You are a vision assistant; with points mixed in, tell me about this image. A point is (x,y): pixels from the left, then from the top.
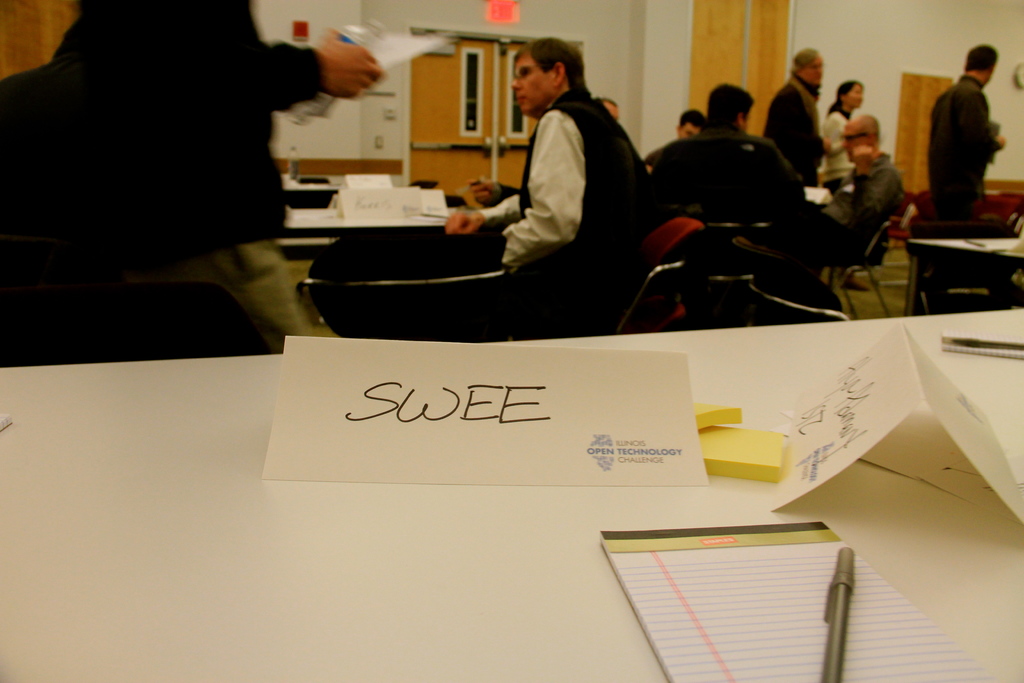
In this image it seems like people (546,179) are sitting and doing their work. At the bottom (515,529) there is a table (143,411) on which there is a book (752,655), pen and an cardboard (681,432). In the middle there is a door (476,105). To the left (85,53) a man (113,69) is standing and holding papers (362,30) in his hand (327,56). At the background (840,56) there is a wall (860,29) and exit board (494,11). To the top right corner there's a clock (1018,77).
